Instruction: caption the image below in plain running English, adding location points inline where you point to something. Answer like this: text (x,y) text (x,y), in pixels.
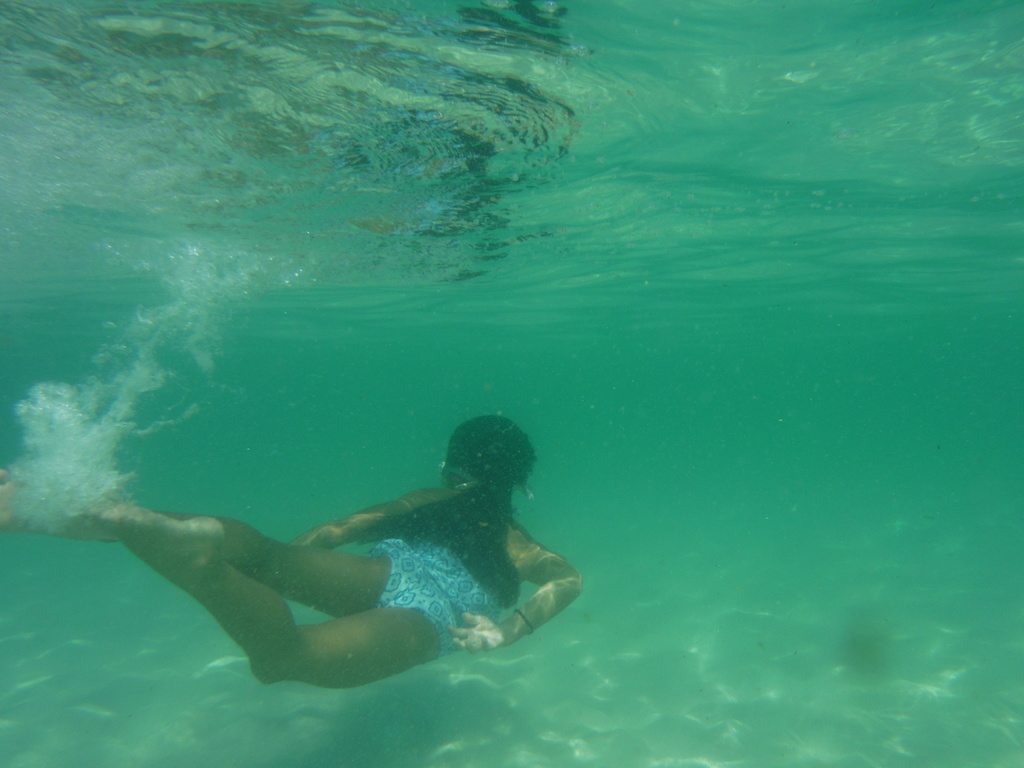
A person (477,516) is in water (307,498).
